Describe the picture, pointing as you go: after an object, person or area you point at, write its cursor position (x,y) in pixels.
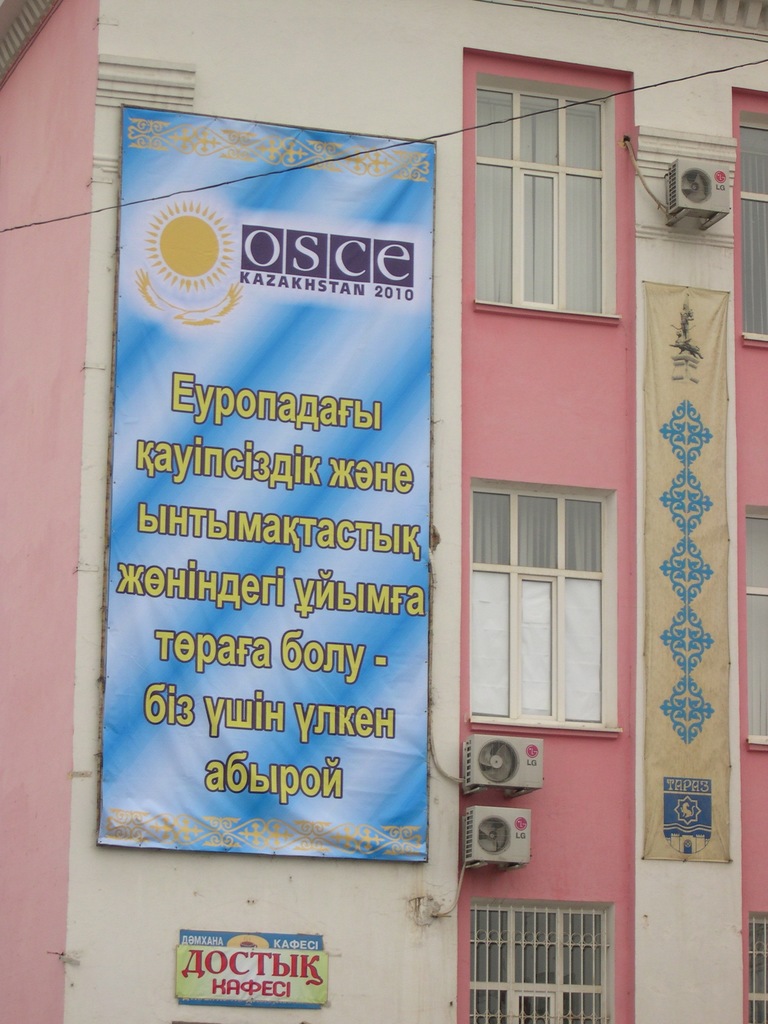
This image consists of a building (423,93) in white and pink color on which there are AC outdoor units (474,844) and a banner (346,708) fixed to the wall (68,757).
